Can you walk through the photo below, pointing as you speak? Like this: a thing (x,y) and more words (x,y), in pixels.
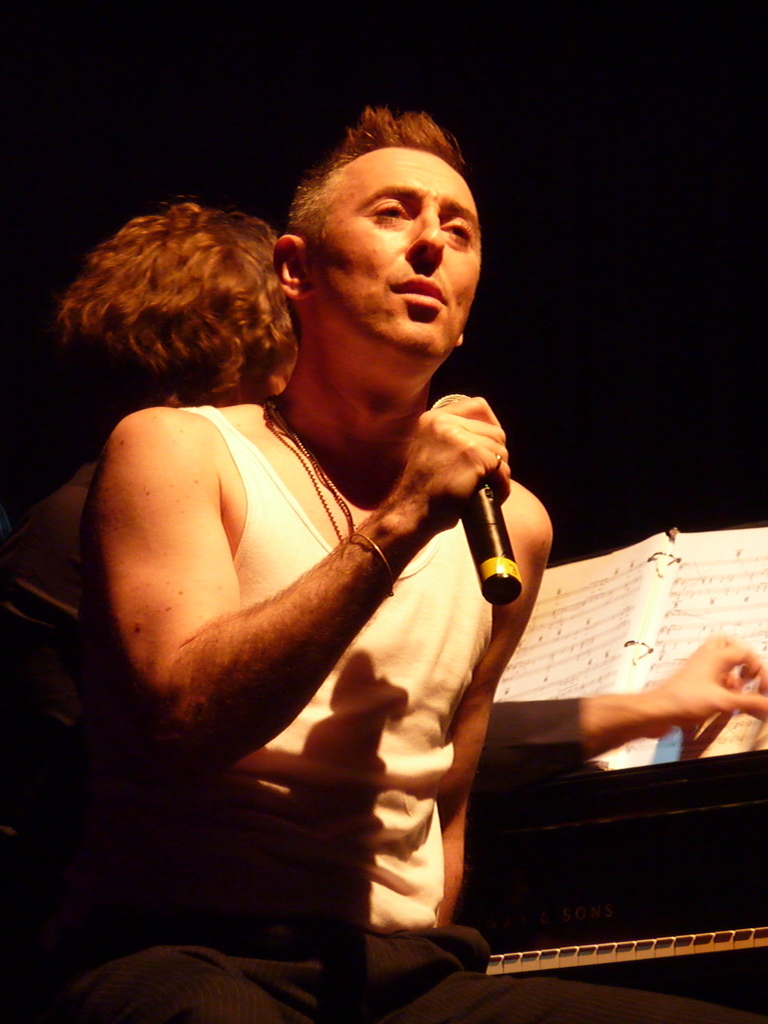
In this image, we can see a person (333,767) wearing clothes (243,574) and holding a mic (513,566) with his hand (439,492). There is a book (660,584) on the right side of the image (698,582). There is an another person (67,552) on the left side of the image (160,279).
